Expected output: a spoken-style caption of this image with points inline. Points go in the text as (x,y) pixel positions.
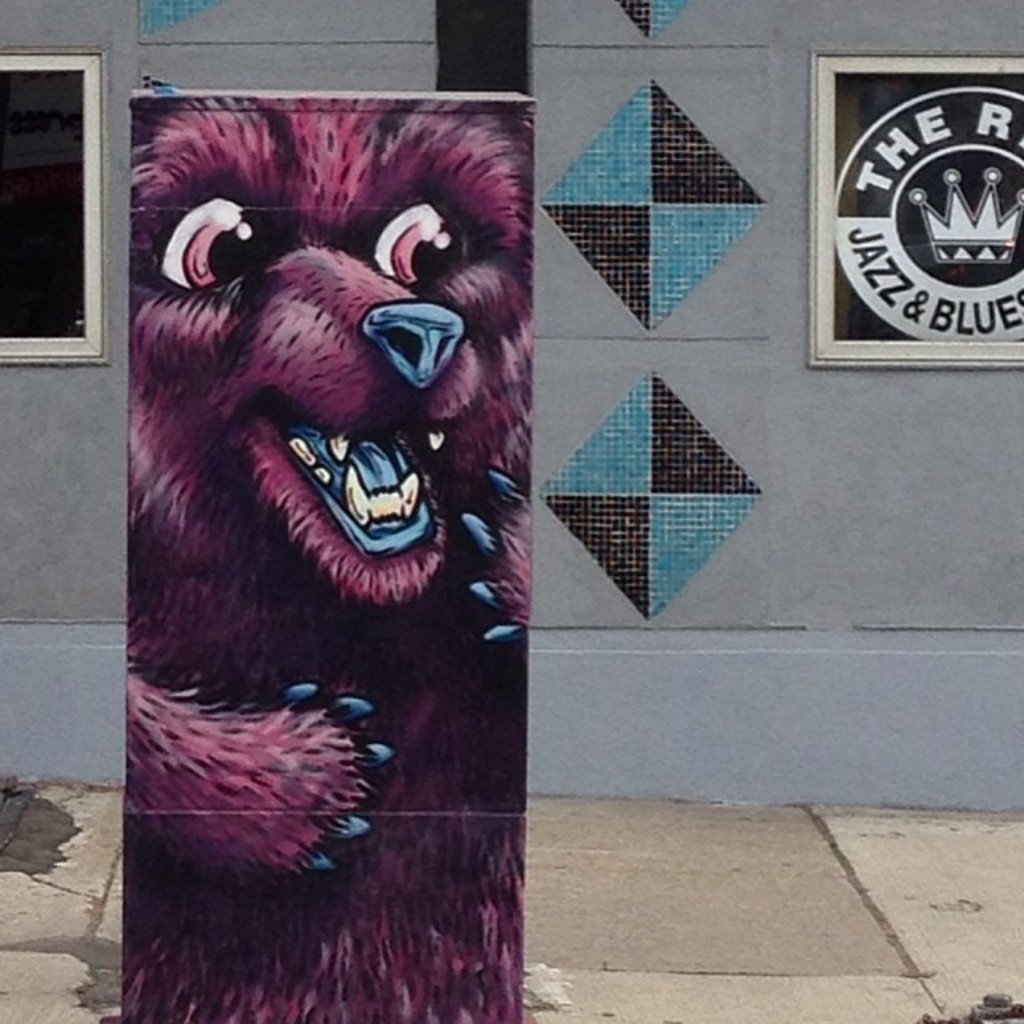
In the image there is a painting (348,258) of purple bear (297,145) on the wall (463,947) and behind there is another wall (86,35) with painting (675,306) and a window (61,69) on it, in front of footpath (797,898).
